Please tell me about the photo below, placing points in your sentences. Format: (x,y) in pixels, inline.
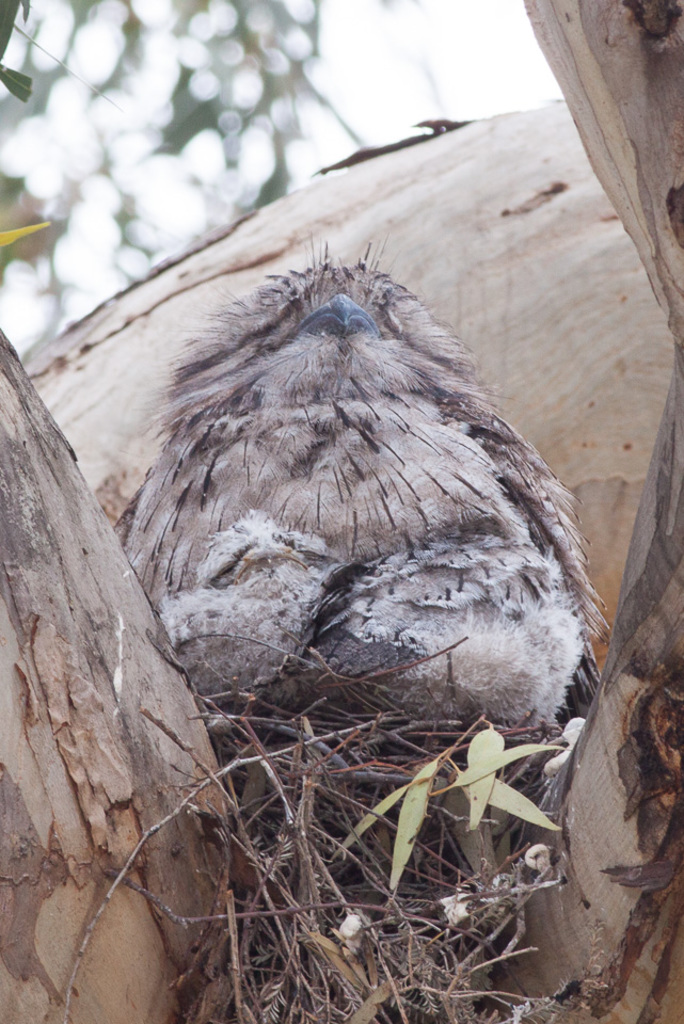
In this image we can see bird (269,566) on the tree (118,559). In the background (362,86) there is a sky (350,80).
